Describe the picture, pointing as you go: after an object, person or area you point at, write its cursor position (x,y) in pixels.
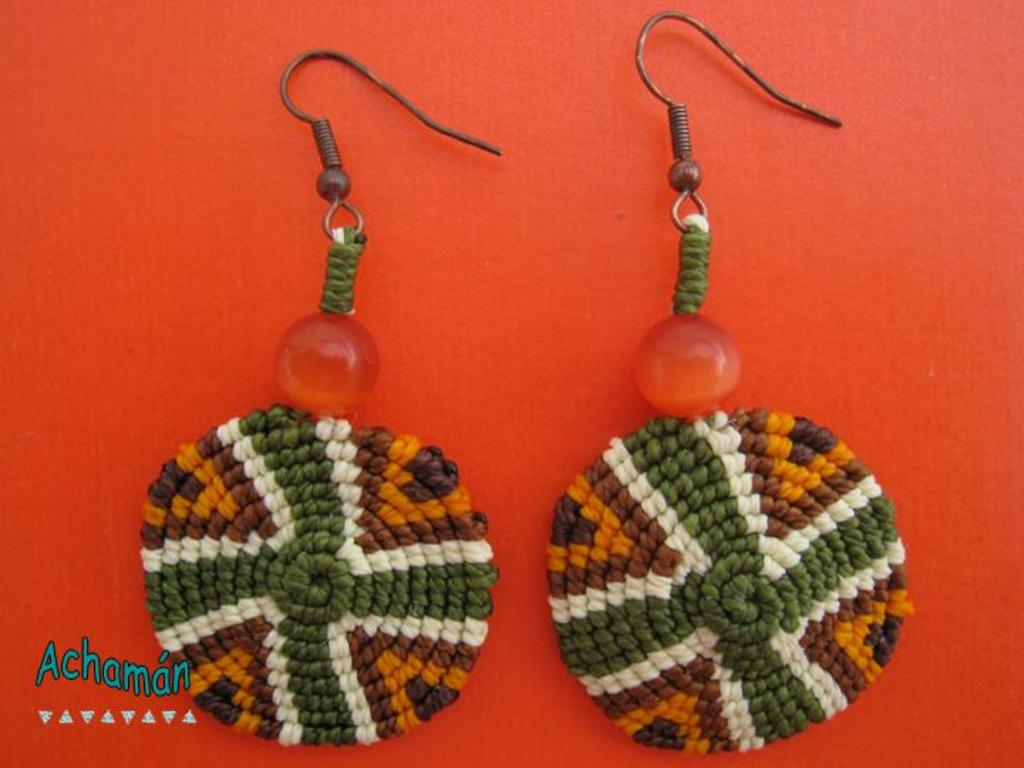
In this image we can see ear rings (671,547) on a red color platform (415,206). On the left side (98,665) we can see a text (97,671) on the image.
